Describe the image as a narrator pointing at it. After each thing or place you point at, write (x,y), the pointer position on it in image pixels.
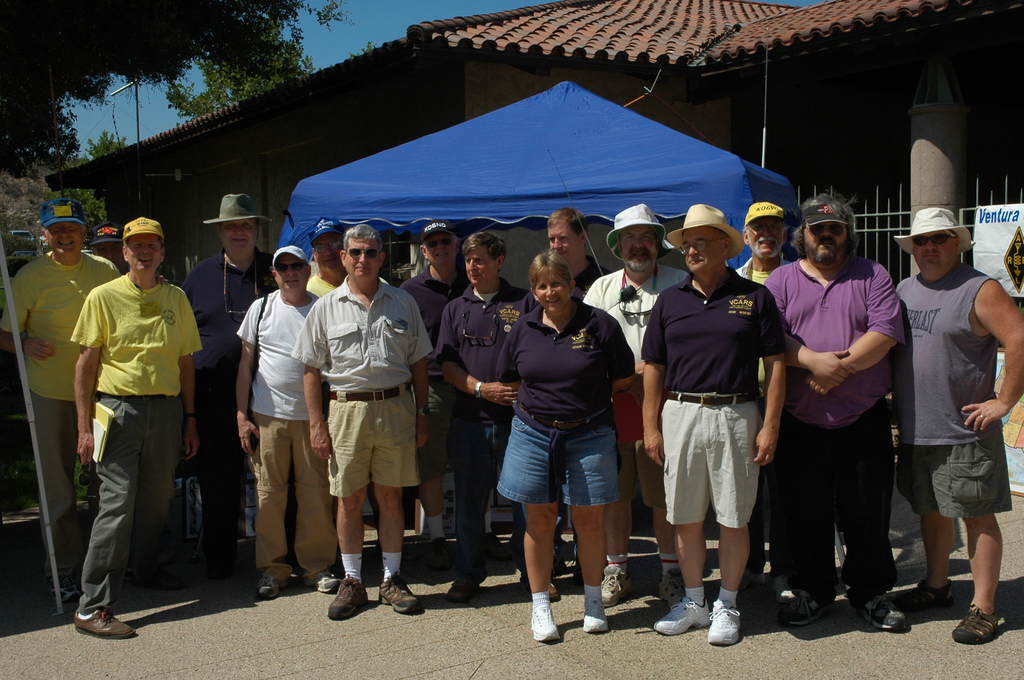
In the background (301,44) we can see sky (309,42), trees (239,33), rooftop (906,17), fence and a banner (989,217). Here we can see people (527,351) standing and among them few are wearing caps (948,221), goggles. This is a blue color tent (559,166).
